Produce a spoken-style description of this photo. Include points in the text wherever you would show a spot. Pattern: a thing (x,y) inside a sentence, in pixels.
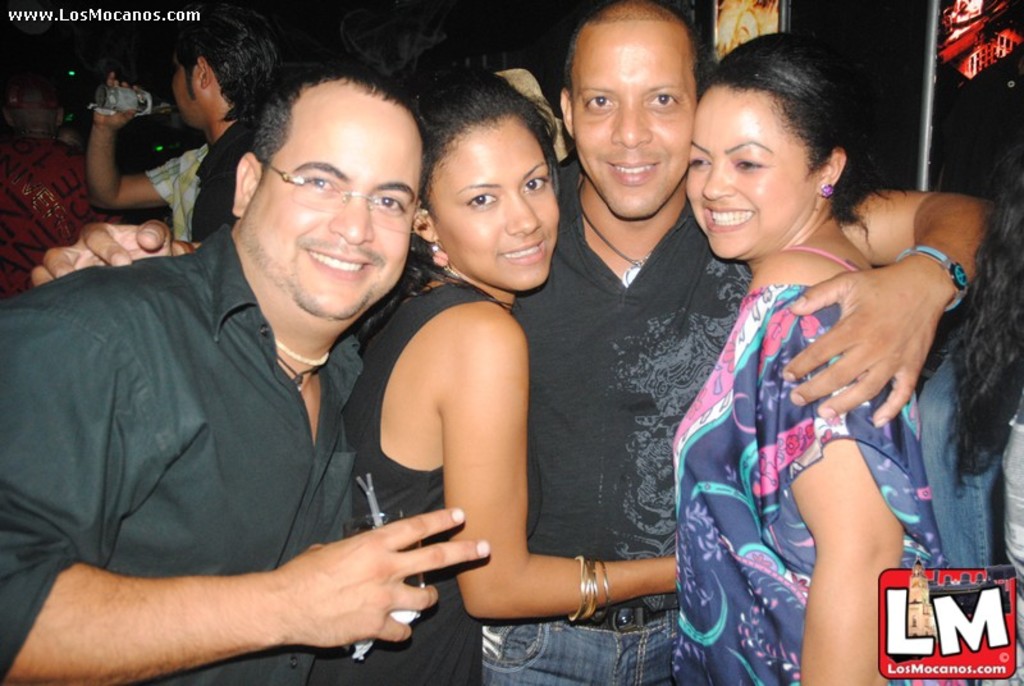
In this image I can see two women (471,421) are standing and smiling and two men (661,370) wearing black colored dresses (597,409) are standing. I can see one of the man (232,500) is holding a glass (375,515). In the background (231,43) I can see few persons (231,43) and few objects (724,27) which are gold and red in color.
